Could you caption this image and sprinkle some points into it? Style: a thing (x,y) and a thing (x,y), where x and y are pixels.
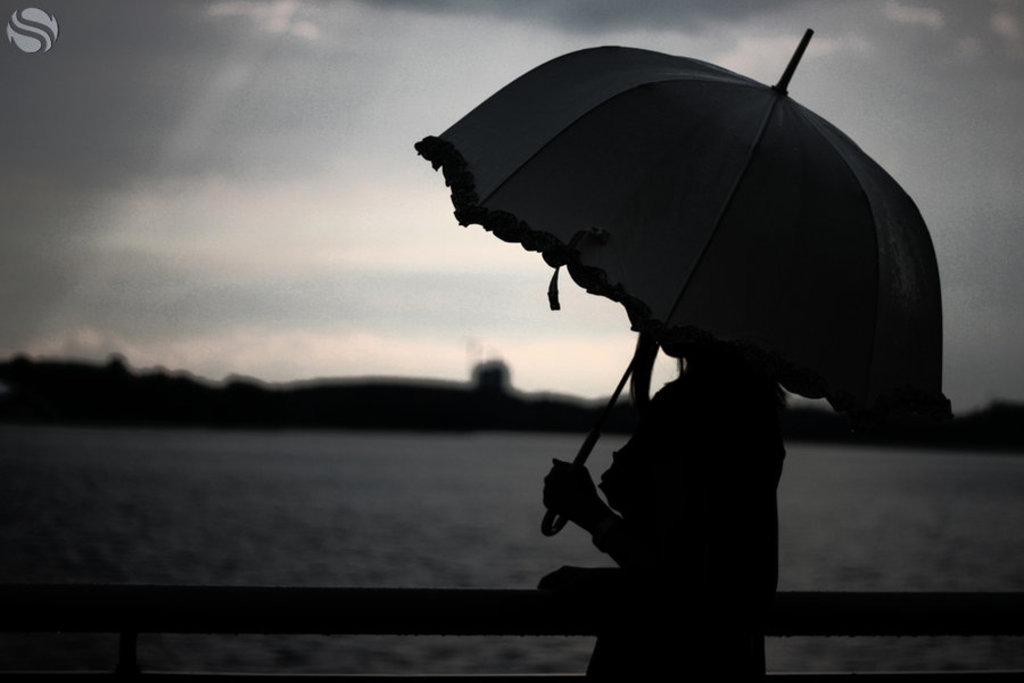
In this image I can see the person (639,445) holding an umbrella (712,208). In the background (307,455) I can see the water (308,477) and the image is in black and white.
